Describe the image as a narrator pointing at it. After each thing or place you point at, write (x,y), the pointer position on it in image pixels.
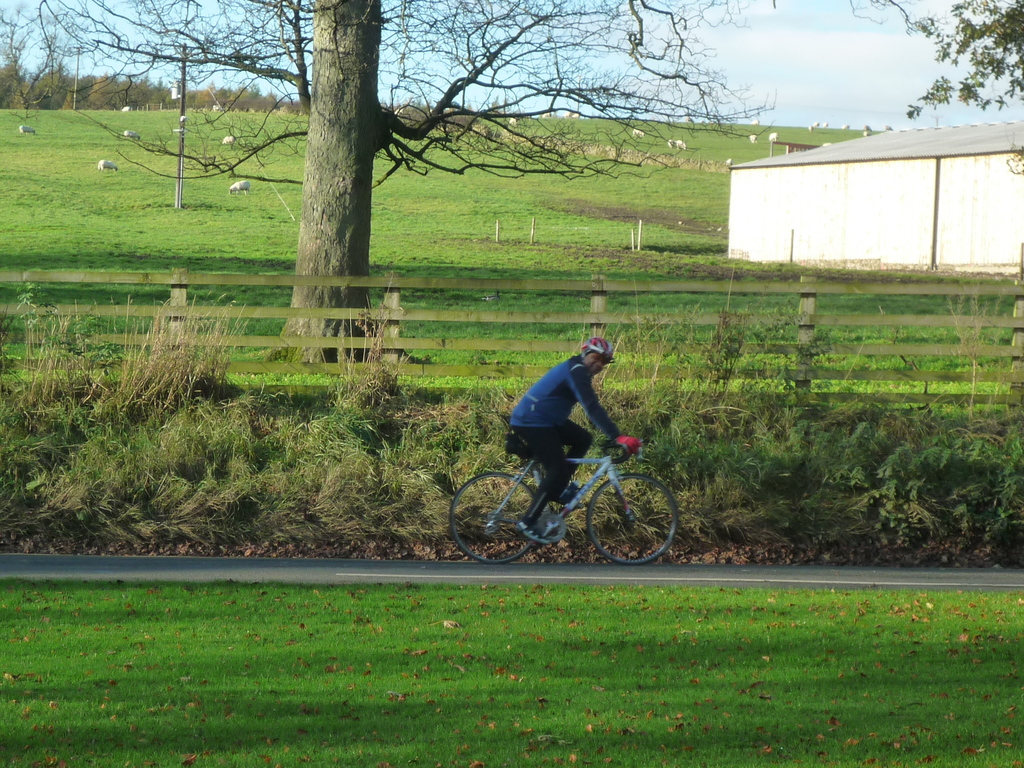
In the foreground of this image (568,619), at the bottom (477,682), there is grass land (562,699). In the middle (581,383), there is a man (564,432) cycling on the road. Behind him, there is a wooden railing (836,325), tree (404,143), shelter (915,215), sheep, few poles (180,138), grassland (169,126) and the sky (763,67).
